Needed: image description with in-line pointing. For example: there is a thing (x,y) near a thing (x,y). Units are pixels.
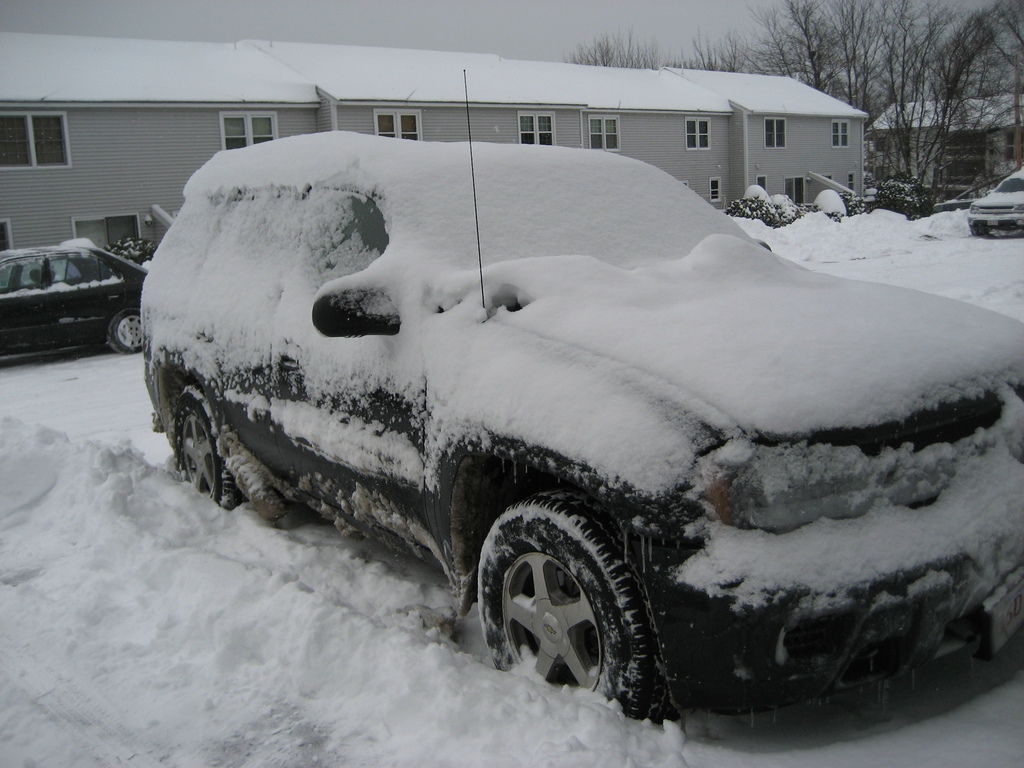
In this image I can see few buildings (783,171), windows (777,119), dry trees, vehicles (753,692). The vehicle (625,363) is covered with the snow (524,295). The image is in colour.
